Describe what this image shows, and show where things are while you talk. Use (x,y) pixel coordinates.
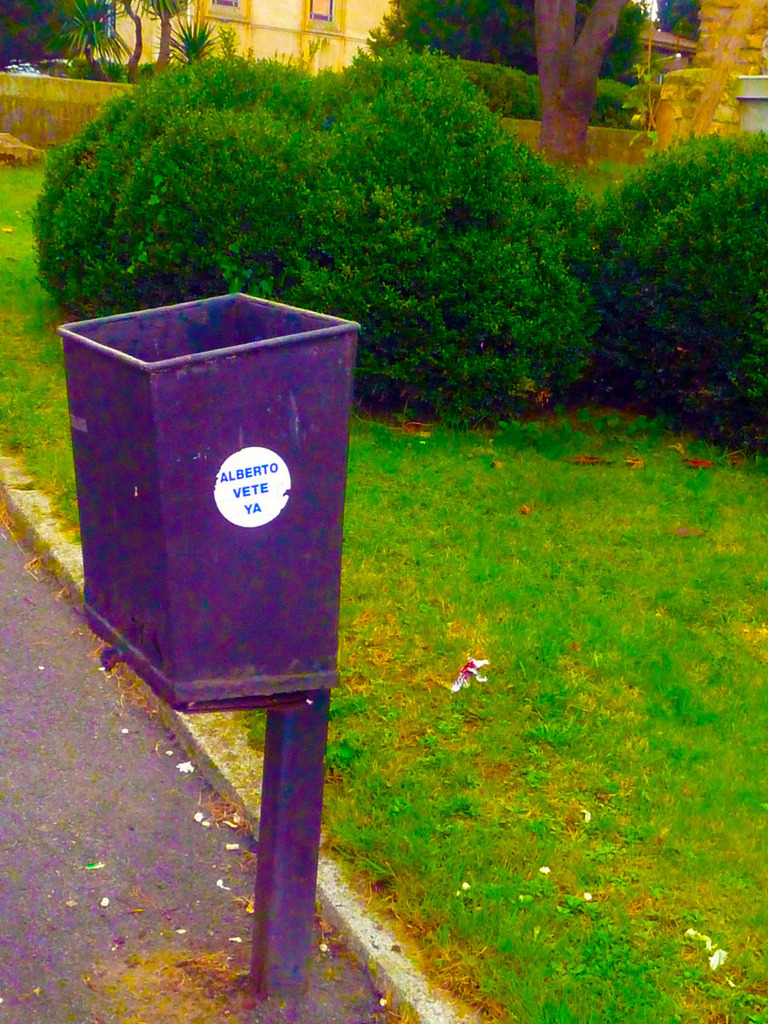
In this image there is a violet color dustbin (273,396), and in the background (436,527) there is grass (687,485), plants (273,228), building (333,1), trees (471,3).
